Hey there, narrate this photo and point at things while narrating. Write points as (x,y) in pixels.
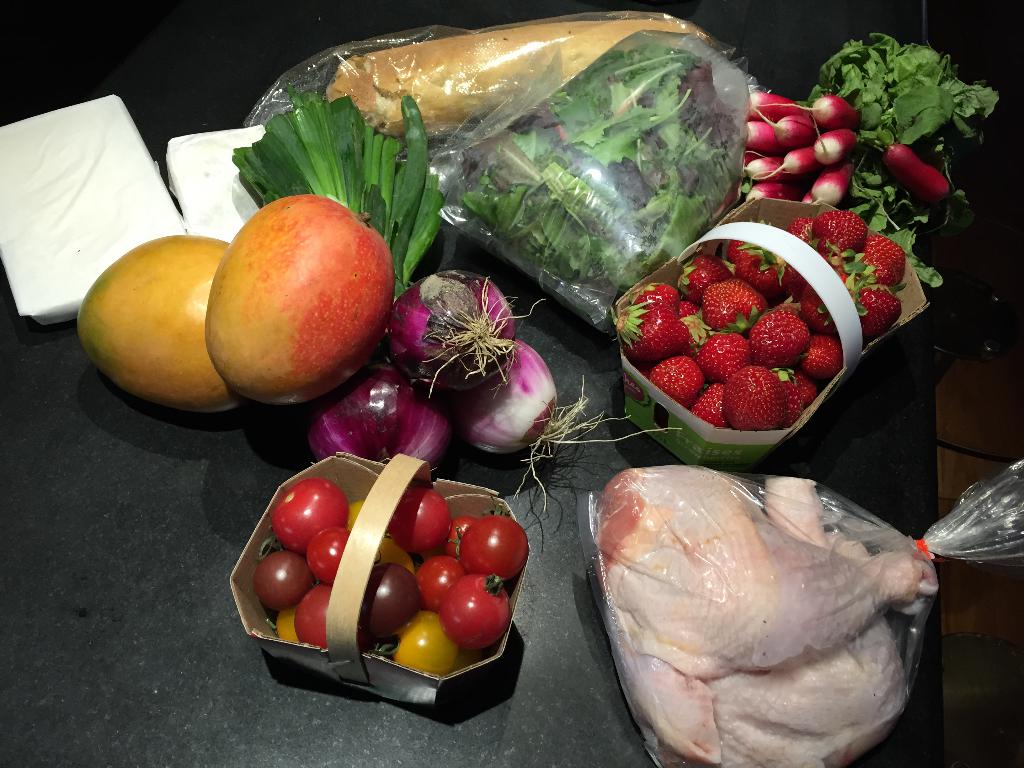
In this picture we can see fruits (452,642), vegetables (378,611) and a few things (433,84) on the table (191,618).
